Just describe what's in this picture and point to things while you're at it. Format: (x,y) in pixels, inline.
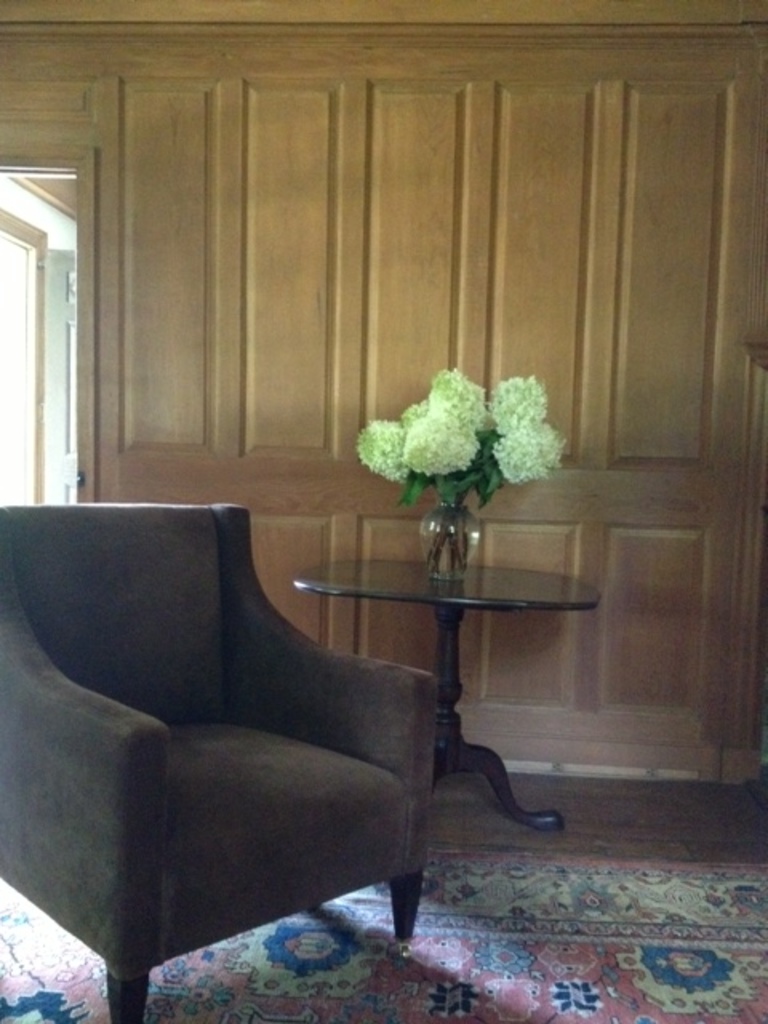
In this picture we can see a chair (165,678) and flower vase (429,434) on the table (397,584) besides of the table (582,594) we have wooden cupboards (403,214).
